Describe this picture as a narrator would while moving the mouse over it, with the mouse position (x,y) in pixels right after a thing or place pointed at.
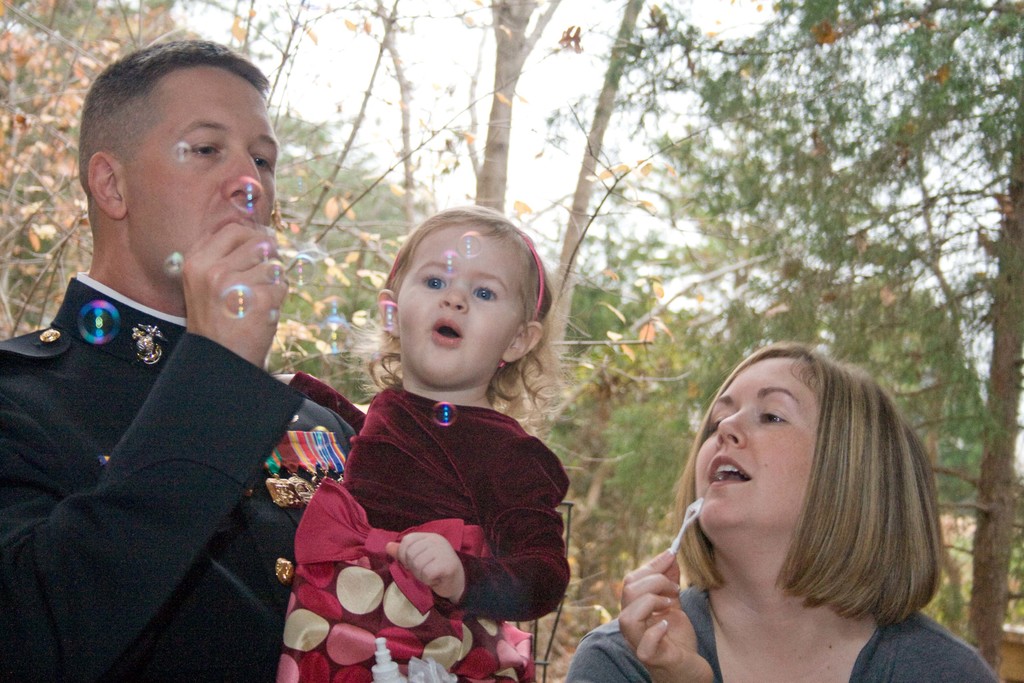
In this image there is a person (203,376) holding a kid (429,452) in his arms (221,384), beside the person (340,469) there is a woman (718,504) standing, the person (314,402) is holding some object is blowing air bubbles (245,312) from it, behind them there are trees (647,199).
